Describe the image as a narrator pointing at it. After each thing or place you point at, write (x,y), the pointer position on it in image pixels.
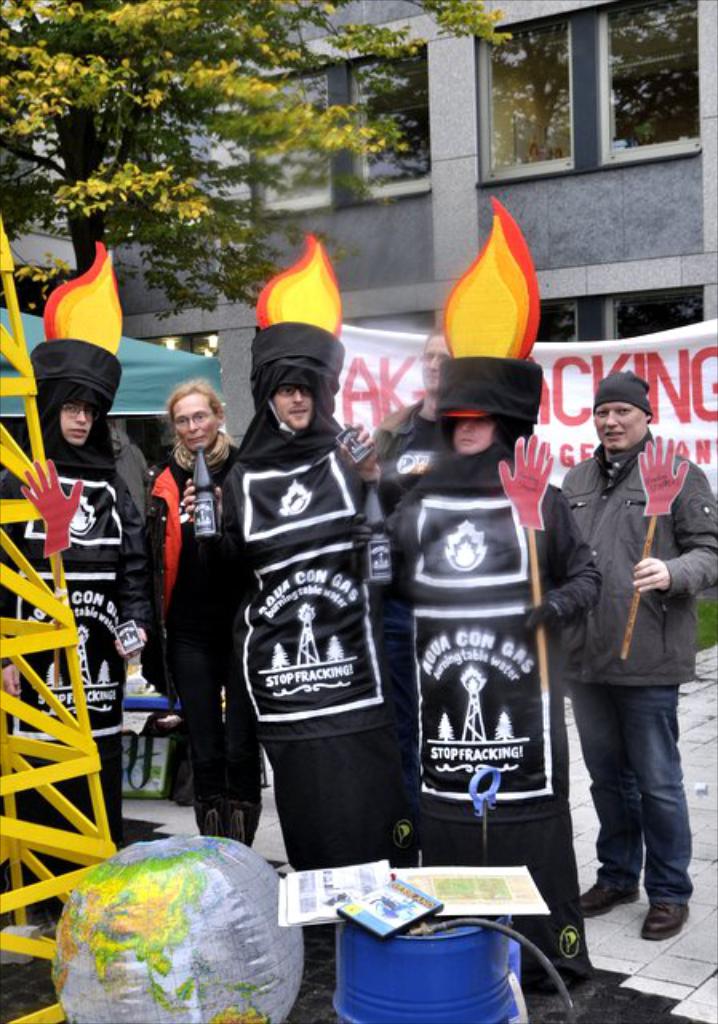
In this image I can see the group of people (304,646) wearing the black color dresses (473,648). And I can see two people (651,612) holding the sticks (536,601) few people (213,582) are holding the bottles (203,515). In-front of these people (106,789) there is a yellow color rod (54,836) and some objects (261,937). In the back (366,376) there is a banner (348,398), tent (212,379), trees (216,131) and the building (366,177).
